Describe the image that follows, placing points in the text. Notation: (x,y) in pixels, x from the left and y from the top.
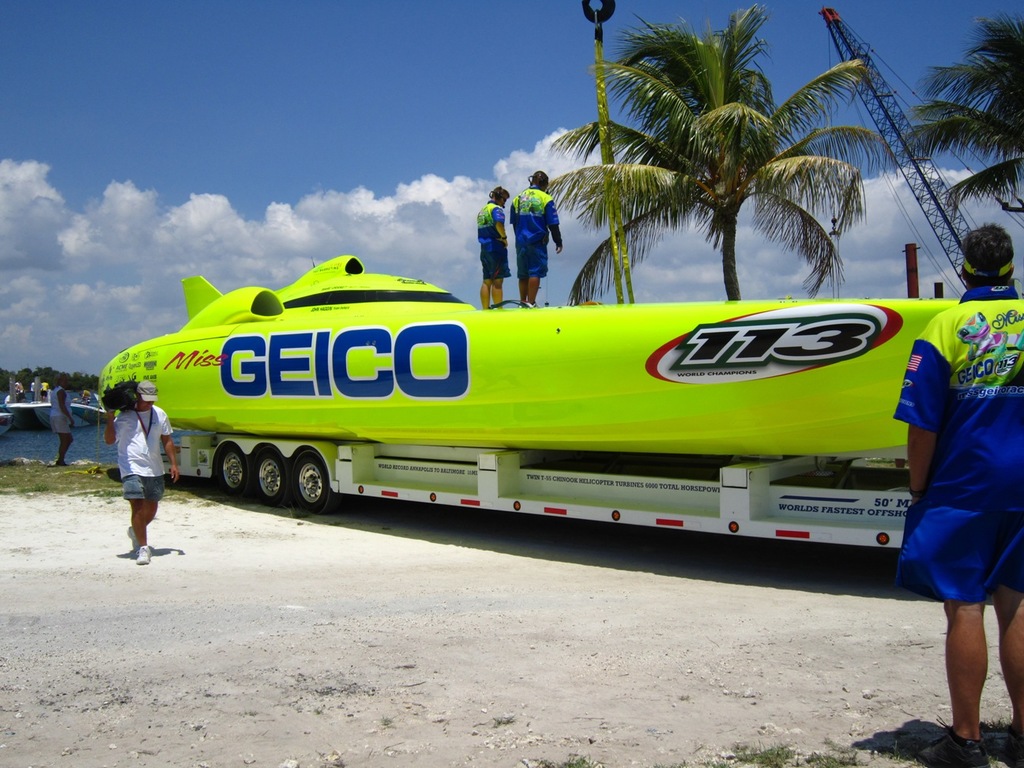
In this image there is a vehicle (524,409) on the ground (494,538). There are numbers (758,340) and text (403,340) on the vehicle (397,364). There are two persons (538,254) standing on the vehicle (504,330). Behind the vehicle (495,339) there are trees (778,157). To the left (156,472) there is a man (147,487) walking on the ground (212,588). He is holding an object (120,399) in his hand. To the extreme right there is another person (970,394) standing. In the background (35,438) there is the water (25,430) and trees (35,374). There are boats (25,407) on the water (54,445). At the top (224,148) there is the sky (180,142).
